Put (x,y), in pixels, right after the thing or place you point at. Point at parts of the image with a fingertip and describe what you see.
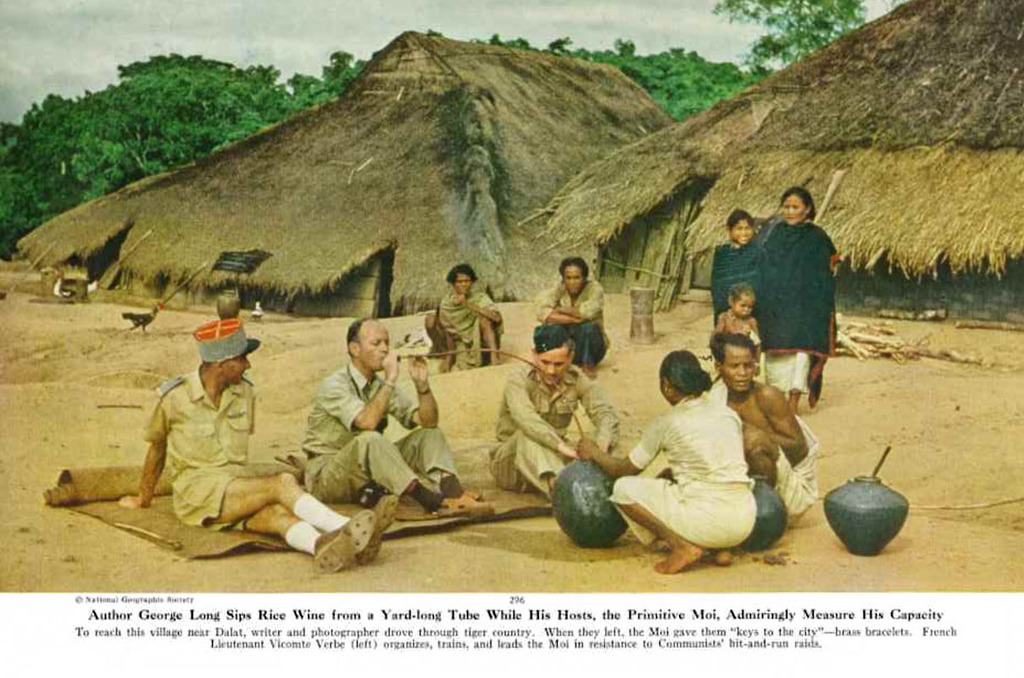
This is an outside view. Here I can see few people (566,357) are sitting on the ground (708,575) and three persons (771,258) are standing. On the right side (697,400), I can see a woman (694,473) is holding a pot (603,494) in the hand (600,469). Beside her there are two more pots (770,507). In the background (428,158) there are two huts (674,197) and I can see the trees (202,144), two hens (261,309) and some sticks (872,351) on the ground (868,379). On the top of the image (170,30) I can see the sky (209,23).
